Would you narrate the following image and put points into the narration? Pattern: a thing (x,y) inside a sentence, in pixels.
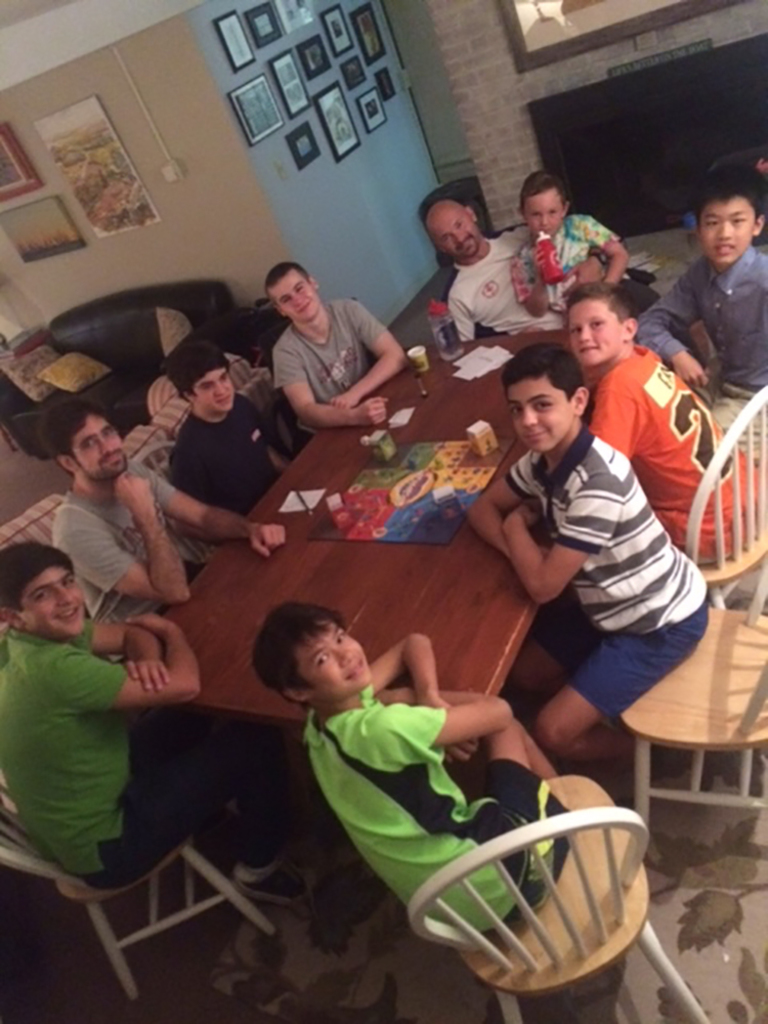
There are some people (94,590) sitting around a table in the chairs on which some game (402,481) was placed. In the background (176,213) there is a wall (225,143) to which some photographs (293,76) were attached.
